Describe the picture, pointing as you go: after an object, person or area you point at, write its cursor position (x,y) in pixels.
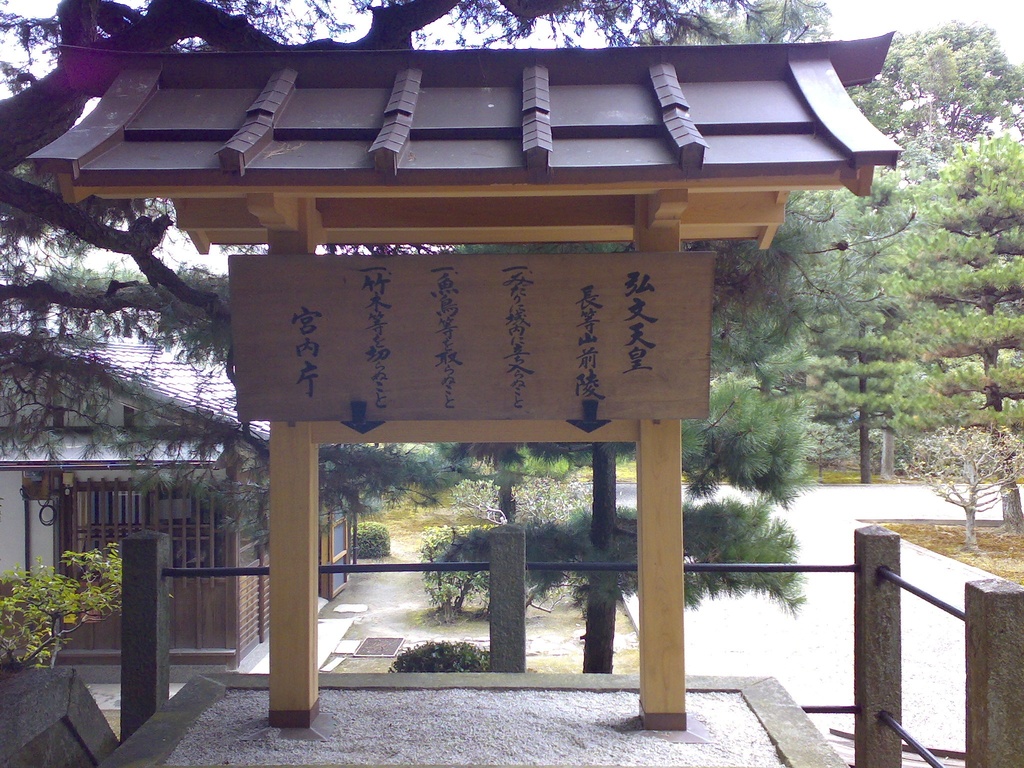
In this picture there is a wooden signboard (428,313) with Japanese language (518,360) is written on it. In the background (67,245) we can see some trees (886,438).
